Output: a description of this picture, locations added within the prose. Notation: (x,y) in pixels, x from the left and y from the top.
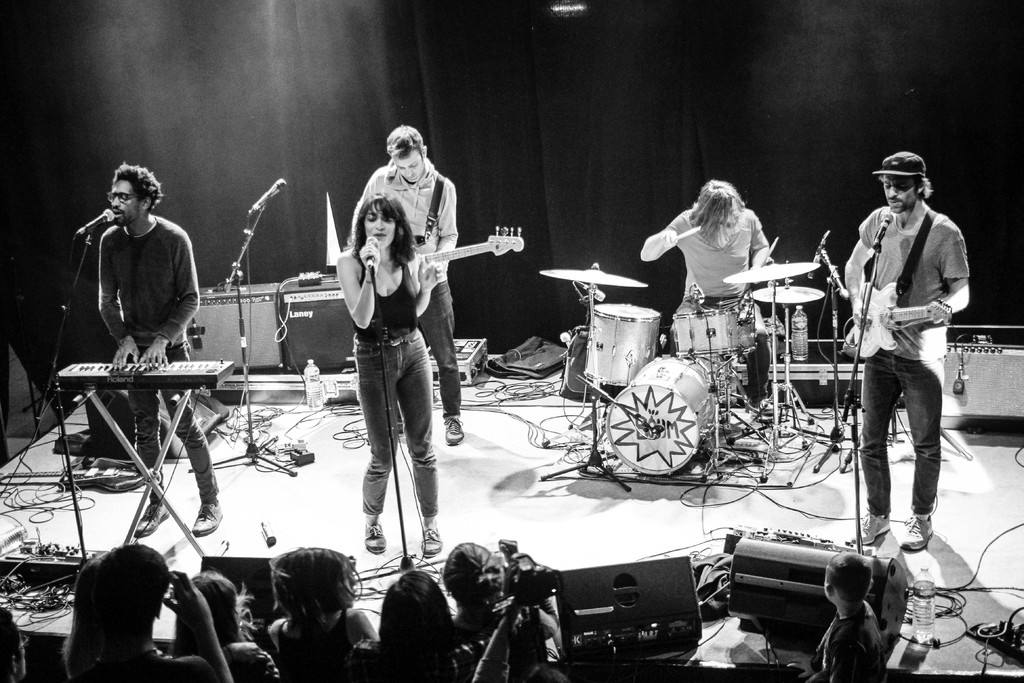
In this image we can see black and white picture of a group of people (875,485) standing on the stage (681,496). One woman (406,301) is holding a microphone (372,257) in his hand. Two persons (904,353) are holding guitars (455,253) in their hands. In the background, we can see a group of speaker (899,619), bottle (926,588), musical instruments (621,415), cables (954,605) are placed on the stage (972,609) and the curtain (604,95).
